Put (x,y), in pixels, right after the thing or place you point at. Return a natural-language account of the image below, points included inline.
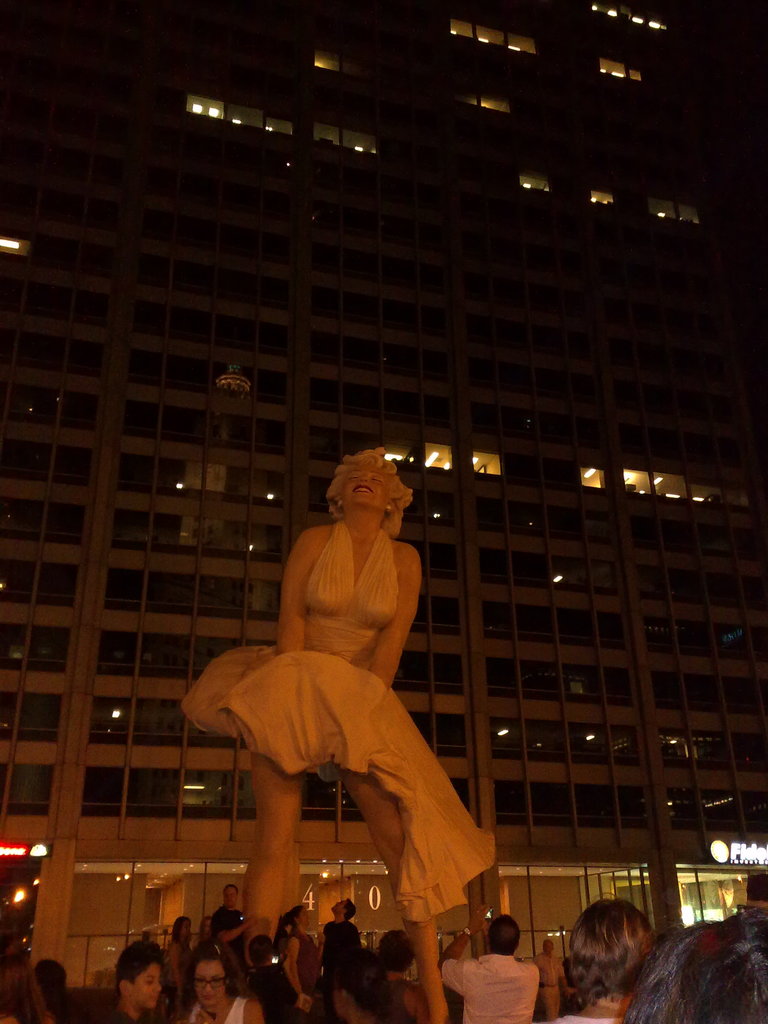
In this image we can see a statue (385,611) around the statue (290,839) there are some people (314,952) and at the background (232,632) there is a building (267,541).
